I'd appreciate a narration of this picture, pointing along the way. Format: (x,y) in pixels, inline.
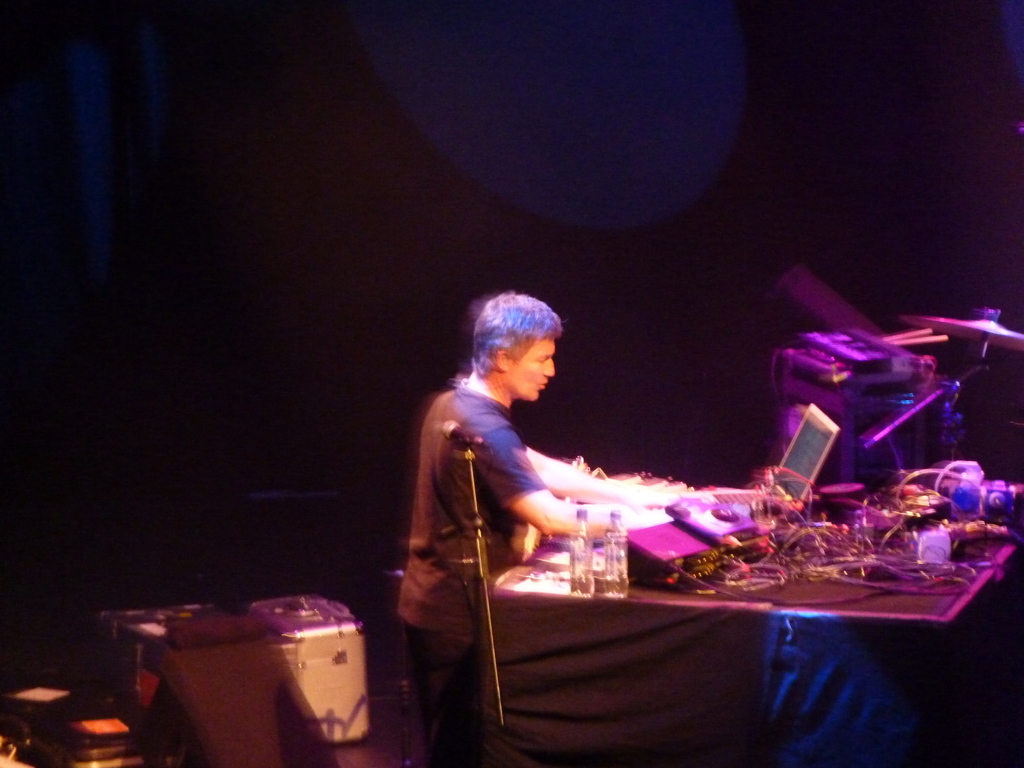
This picture is clicked in a musical concert. The man (493,516) in black T-shirt (480,505) is standing. In front of him, we see a table (763,605) on which laptop (788,492), cables (811,551), microphones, water bottles (607,571) and some other things (661,552) are placed. Beside him, we see a microphone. Behind him, we see musical instruments (237,644). On the right side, we see a cymbal (967,318) and drumsticks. In the background (371,320), it is black in color.
